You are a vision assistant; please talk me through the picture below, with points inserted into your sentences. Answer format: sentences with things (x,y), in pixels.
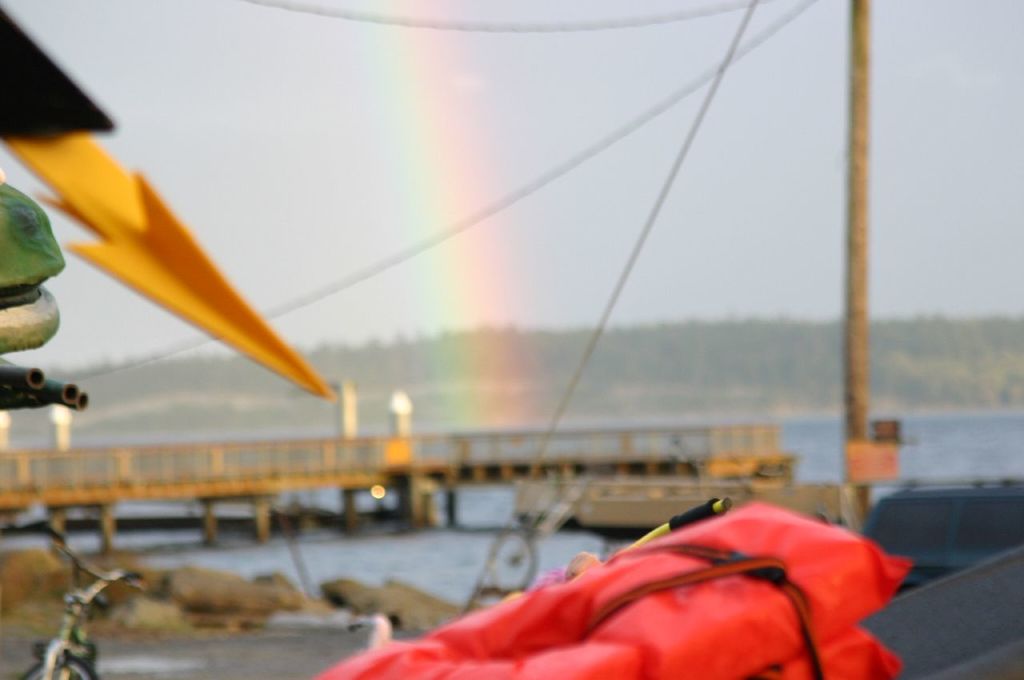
In the picture we can see a red color bag (694,585) with some threads (704,576) tied to it and beside it we can see a yellow color arrow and behind it we can see a pole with wires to it and far away from it we can see water (408,563) and a bridge (690,461) on it with railing (736,444) and behind it we can see hills (655,387) with trees (1012,337), rainbow (431,344) and a sky (685,283).
